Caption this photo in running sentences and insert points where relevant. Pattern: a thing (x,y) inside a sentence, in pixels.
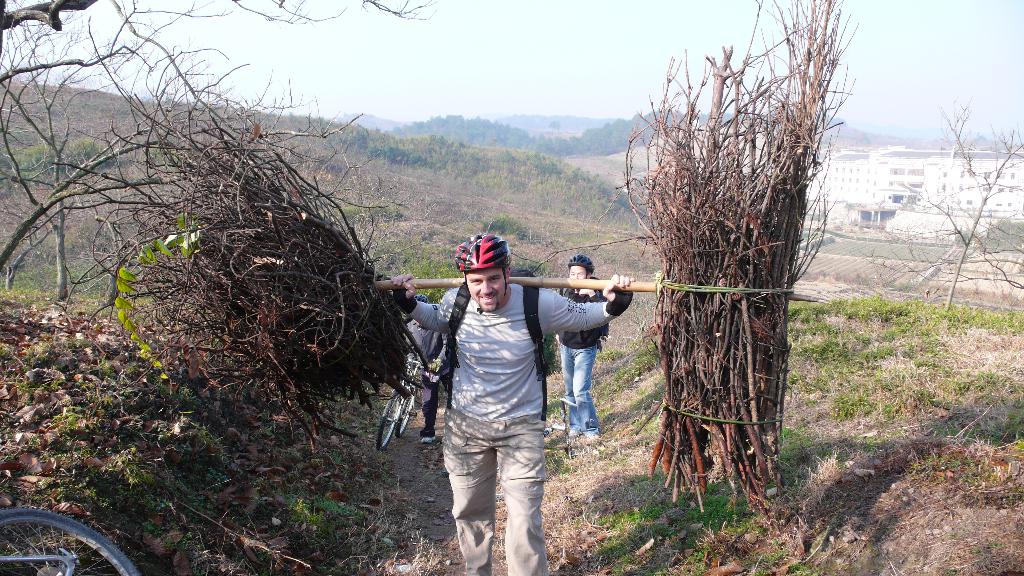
This picture might be taken from outside of the city. In this image, in the middle (528,305), we can see a man (494,286) wearing a backpack (525,306) and holding a stick (381,284) in his hands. On the right side (979,166), we can see some trees (988,151), buildings (960,210). On the left side (314,336), we can also see some trees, wood sticks (355,369). In the background (417,337), we can see a person (433,385) holding a bicycle (402,407), we can see a man (587,420). In the background (579,121), we can see some trees (593,136), plants (601,196). At the top (639,65), we can see a sky (661,85), at the bottom (925,493), we can see a grass (915,424) and a land (724,546) with some stones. On the left side (113,557) corner, we can see tire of a bicycle (55,545).
